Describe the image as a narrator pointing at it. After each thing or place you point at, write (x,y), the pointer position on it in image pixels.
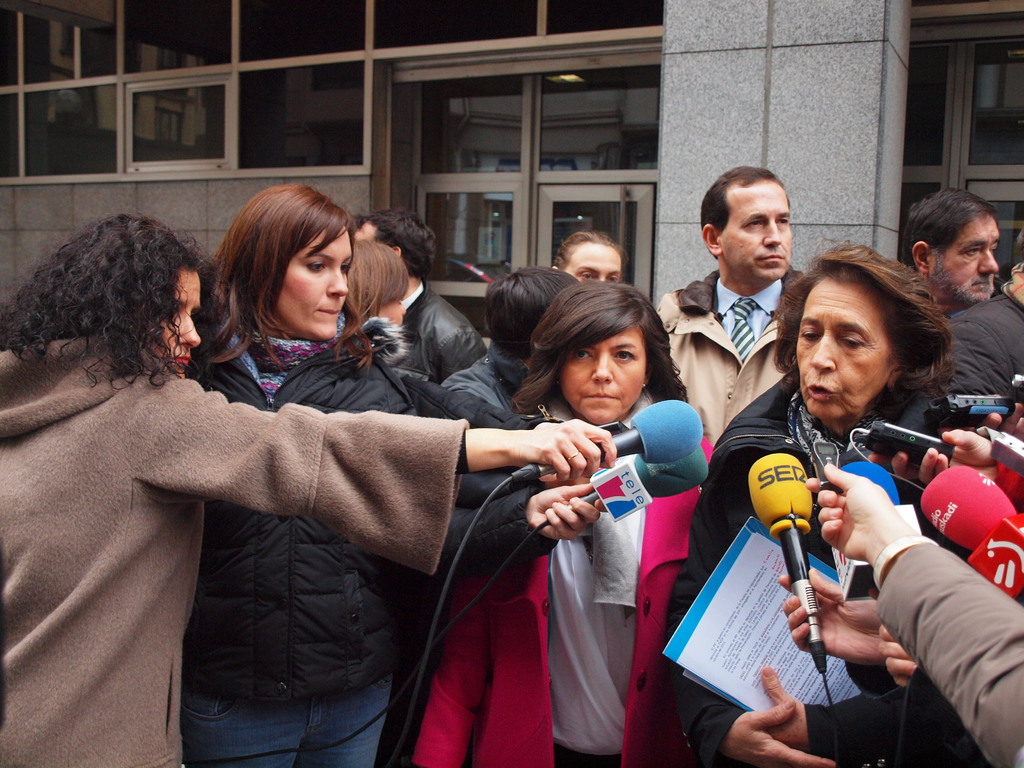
In this image there are many people (562,414) and on the right (816,529) there is a woman (828,377) she is talking, i think there are many press people (898,568) here. On the left (131,522) there are two women (292,537) there are holding mics (629,480), they are staring at woman (812,369). In the middle (579,358) there is a woman (534,588) she is looking at camera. In the background (403,296) there are many people (532,297), building (515,179), window (487,132) and glass (452,152).
